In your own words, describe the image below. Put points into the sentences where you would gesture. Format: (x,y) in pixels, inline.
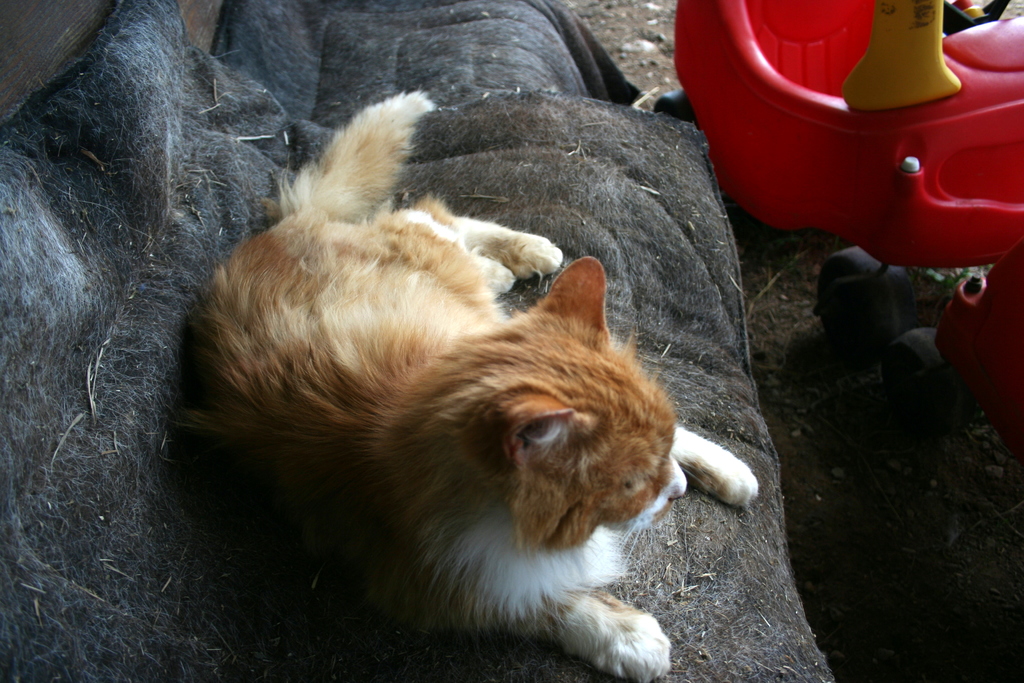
In this image we can see a cat (355,245) on the sofa (603,195), it is in brown color, in front here is the toy car (890,199) on the ground (868,485).
